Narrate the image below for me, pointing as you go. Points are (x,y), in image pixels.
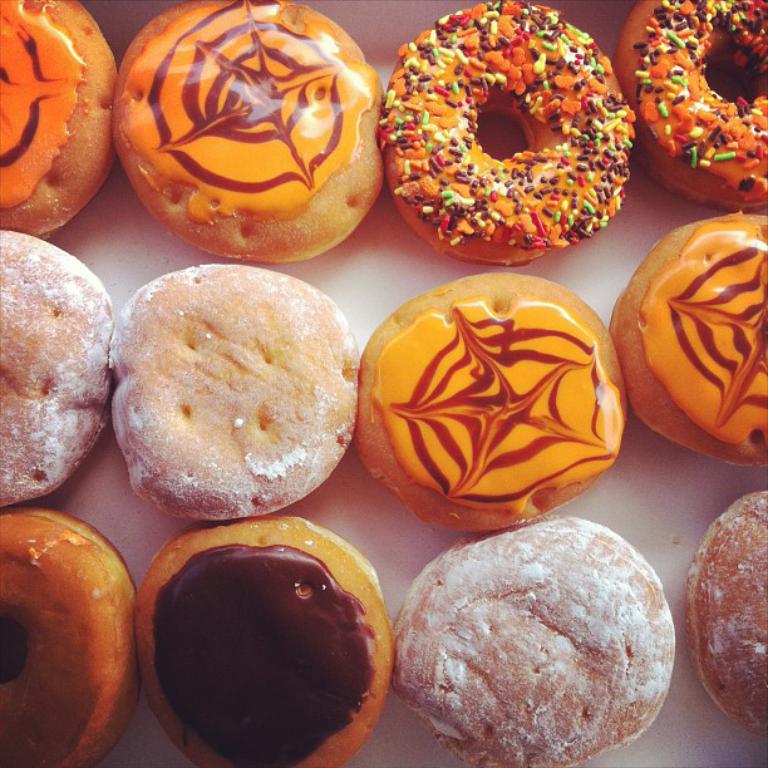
We can see doughnuts (655,155) and food (474,428) on the white surface (666,572).
